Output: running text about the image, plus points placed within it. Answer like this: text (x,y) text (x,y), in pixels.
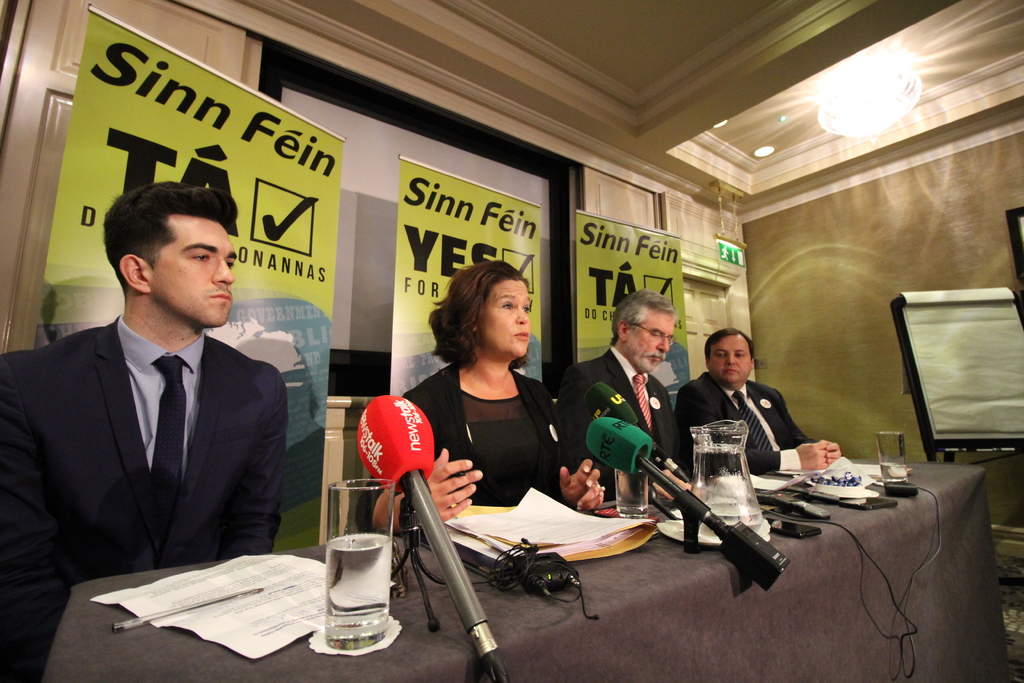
In this image we can see three men (132,390) and one women (515,376) are sitting. In front of them, we can see a table (481,577). On the table (537,609), we can see mics (599,438), papers (240,641), pen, glasses (634,501), jug (739,492) and some objects (497,570). In the background (436,236), we can see banners (657,236), board (363,251) and a wall (238,75). On the right side of the image (929,328), we can see a board (1001,333) and a frame (1016,227) on the wall (914,212). At the top of the image (898,54), we can see the roof (871,45) and a light (886,66).
